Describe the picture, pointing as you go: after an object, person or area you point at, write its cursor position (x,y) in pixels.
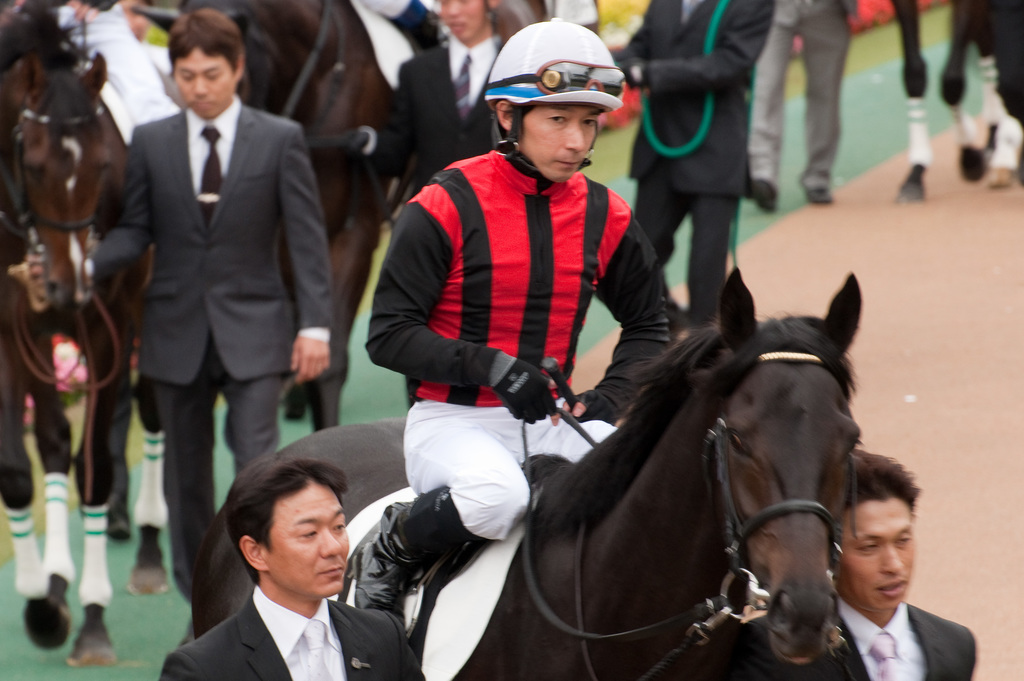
This image taken on the ground (856,217) and there is group of persons (304,203) walking on the road (112,598) and there are the horses (96,361) walking on the road (71,602), and there is person (489,346) wearing a red color jacket (502,271) riding on the horse (543,467).
